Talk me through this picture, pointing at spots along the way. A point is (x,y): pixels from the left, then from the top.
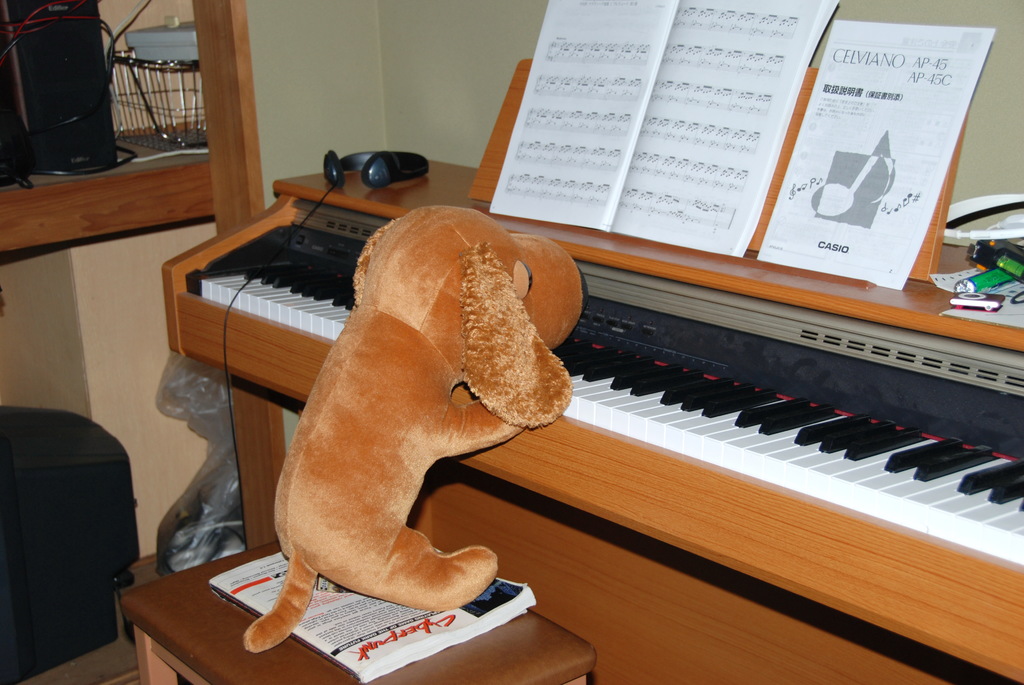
Here we can able to see a doll (377,540) is sitting on this table (216,670). On this table (216,670) there is a book (358,617). In-front of this doll (451,416) there is a piano keyboard (668,546) with black and white keys (321,305). Above this piano keyboard (849,329) there is a book (663,129) with lyrics (590,125) and a headset (383,162). In this cupboard (152,177) there is a container (144,121) and speaker (34,108). On floor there is a plastic bag (190,516).
